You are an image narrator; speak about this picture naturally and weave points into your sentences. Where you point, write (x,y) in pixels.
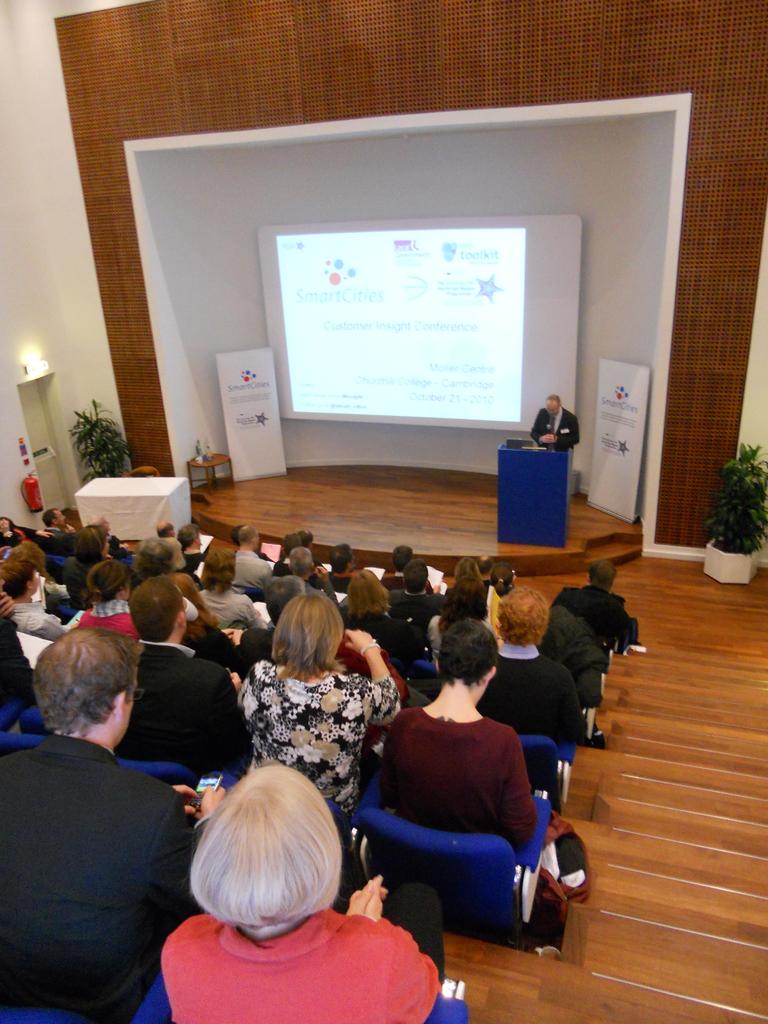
In this picture we can see a group of people (54,615) sitting on chairs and in front of them we can see a man (568,445) standing at the podium (541,472) on stage (480,503), banners (263,428), house plants (741,527), tables (148,506), white cloth (144,506), fire extinguisher (30,506), screen (339,282), light (30,372) and some objects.
